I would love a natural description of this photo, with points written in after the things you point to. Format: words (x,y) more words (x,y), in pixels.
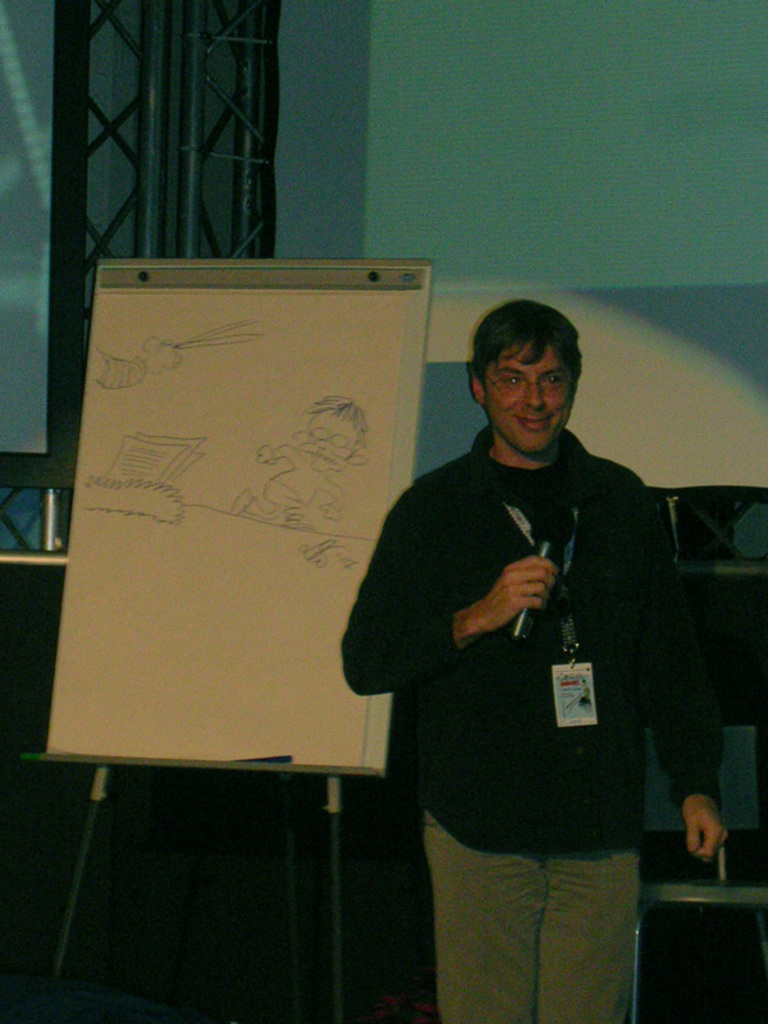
Here in this picture we can see a person (522,548) standing on the floor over there and he is having ID card (568,673) on him and he is holding a microphone (544,534) in his hand (527,600) and smiling and behind him we can see a board (281,482) present on the stand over there.
